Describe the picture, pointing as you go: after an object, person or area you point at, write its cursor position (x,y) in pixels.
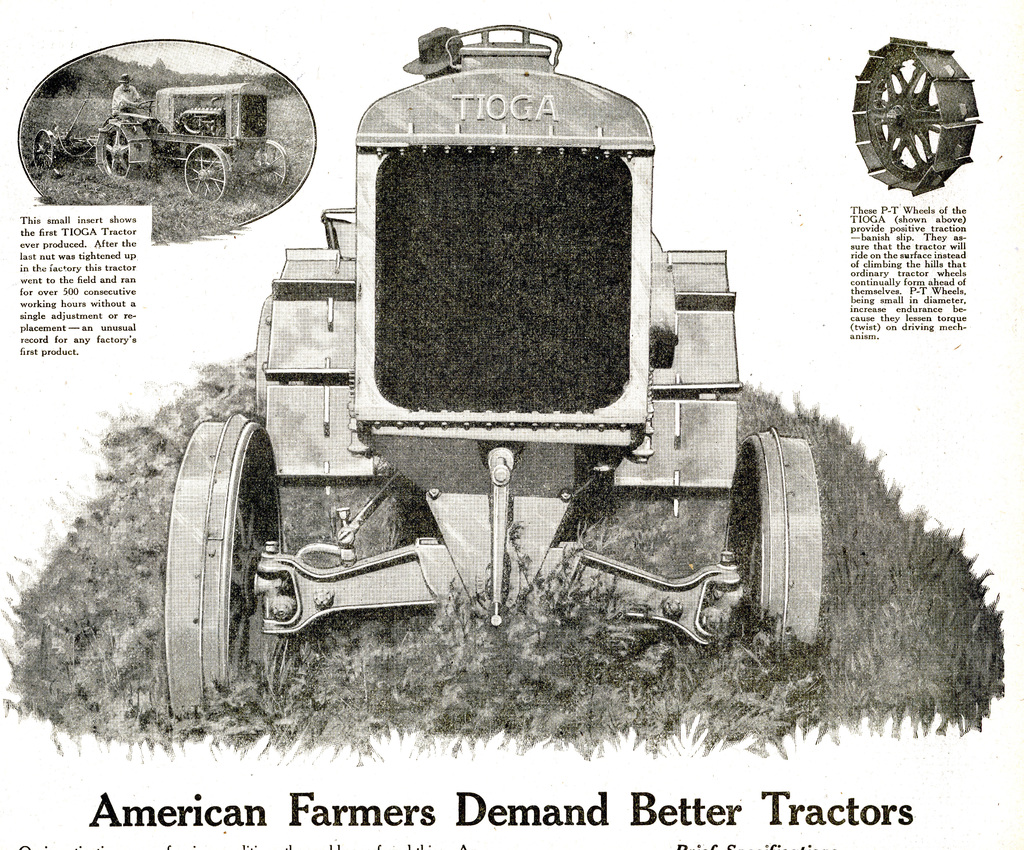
The picture is a poster. In the center of the picture (348,377) we can see the drawing (489,649) of a tractor (402,405) and grass (623,656). At the bottom (643,823) there is text (733,816). On the right (887,329) there is text (882,285) and wheel (944,65) of a tractor (883,91). On the left (143,168) we can see a person (123,109) driving tractor (132,137) in a field (169,172) and there is text (90,301) also.
